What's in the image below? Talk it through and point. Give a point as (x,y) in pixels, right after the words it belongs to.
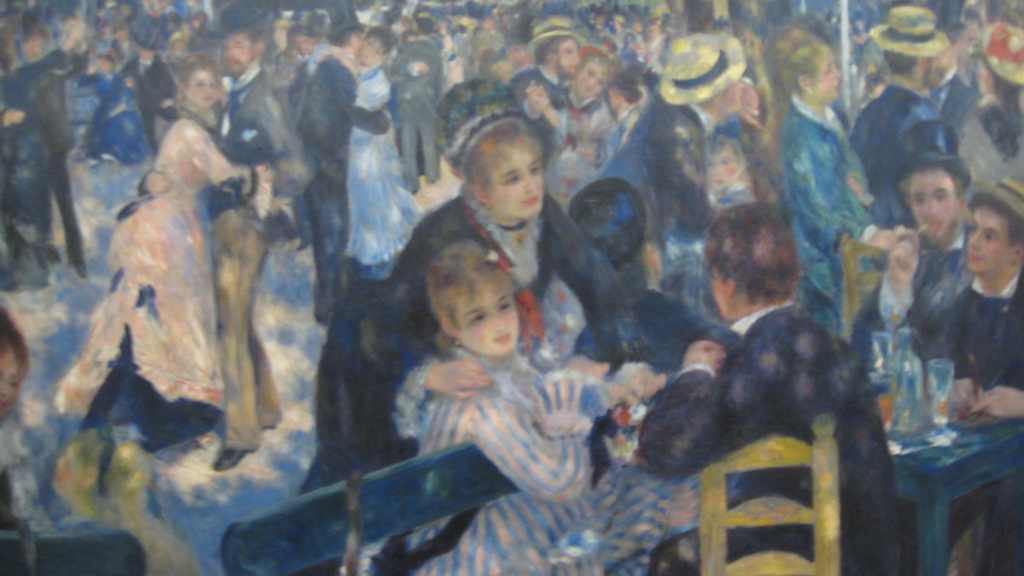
Here we can see a painting (597,325), in this painting (422,203) we can see some people (370,98) dancing, on the right side (943,354) there are some people (634,296) sitting on chairs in front of a table (950,451), some of these people (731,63) wore caps (1003,195).
